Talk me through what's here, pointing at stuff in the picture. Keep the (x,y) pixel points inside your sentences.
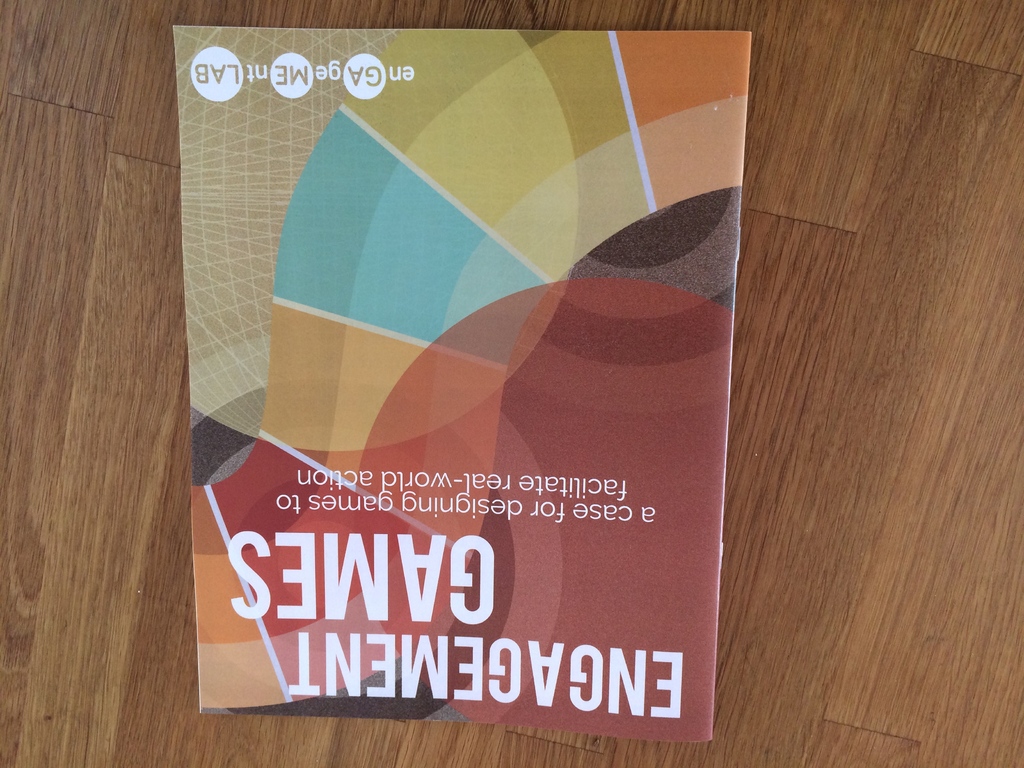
In this image I can see a magazine (356,87) on the table (165,490). This image is taken may be in a room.
